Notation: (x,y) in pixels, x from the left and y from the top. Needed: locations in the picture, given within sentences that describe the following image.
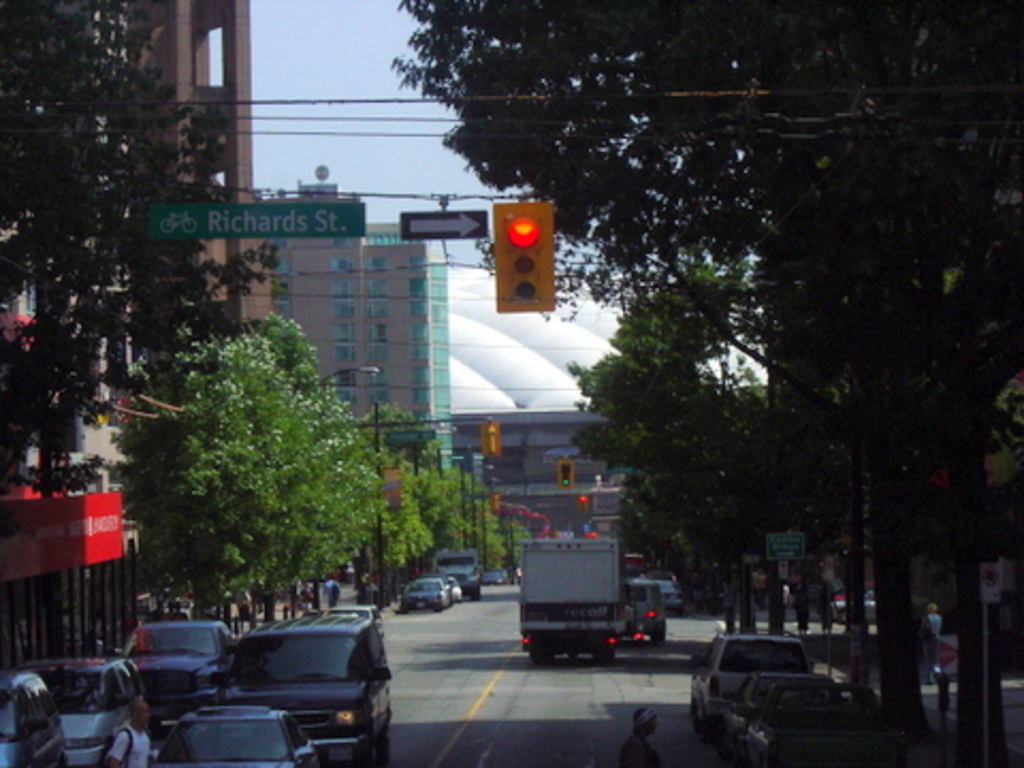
In the foreground (262,547) I can see fleets of vehicles (279,667) on the road (411,689), fence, trees (313,555), boards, buildings (569,415), light poles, and people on the sidewalk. In the background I can see the sky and wires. This image is taken may be on the road (640,672).
